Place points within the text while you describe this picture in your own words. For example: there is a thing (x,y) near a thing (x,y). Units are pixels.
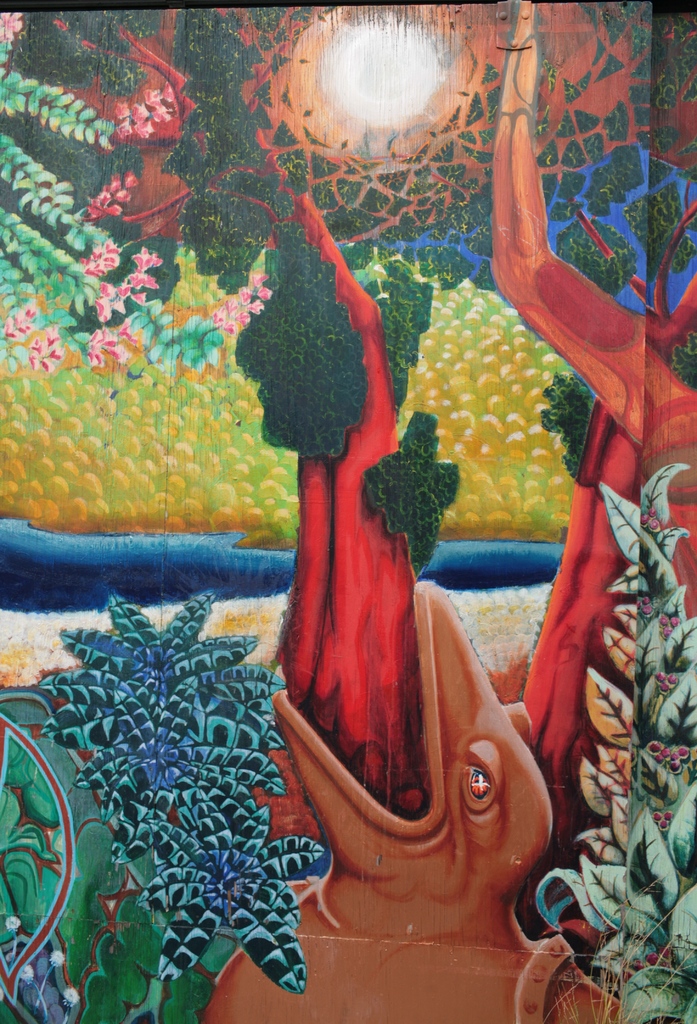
There is a painting (513,578) in which, there is an animal (417,912) having red color tree trunk (359,521) on which, there are green color objects (325,352). On both sides of this animal (415,803), there are plants (619,918) which are having flowers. In the background (406,35), there is a moon (425,51) in the sky (436,15), there are flowers (129,357) and there are trees (399,202).
